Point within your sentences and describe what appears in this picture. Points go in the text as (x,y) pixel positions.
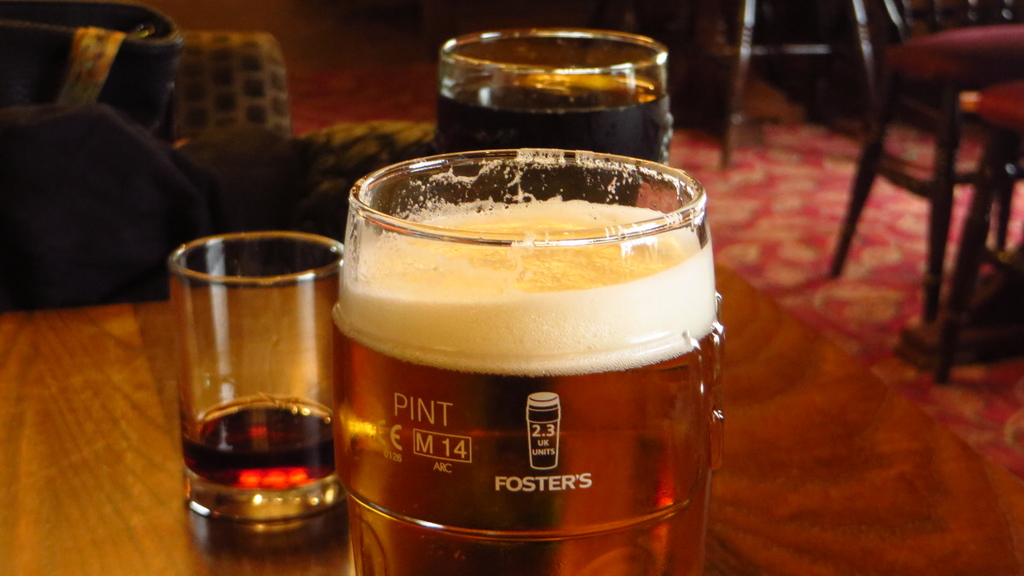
In this image I can see a glasses (517,169) contain a drink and I can see a chairs (961,99) on the right side (1011,108).
